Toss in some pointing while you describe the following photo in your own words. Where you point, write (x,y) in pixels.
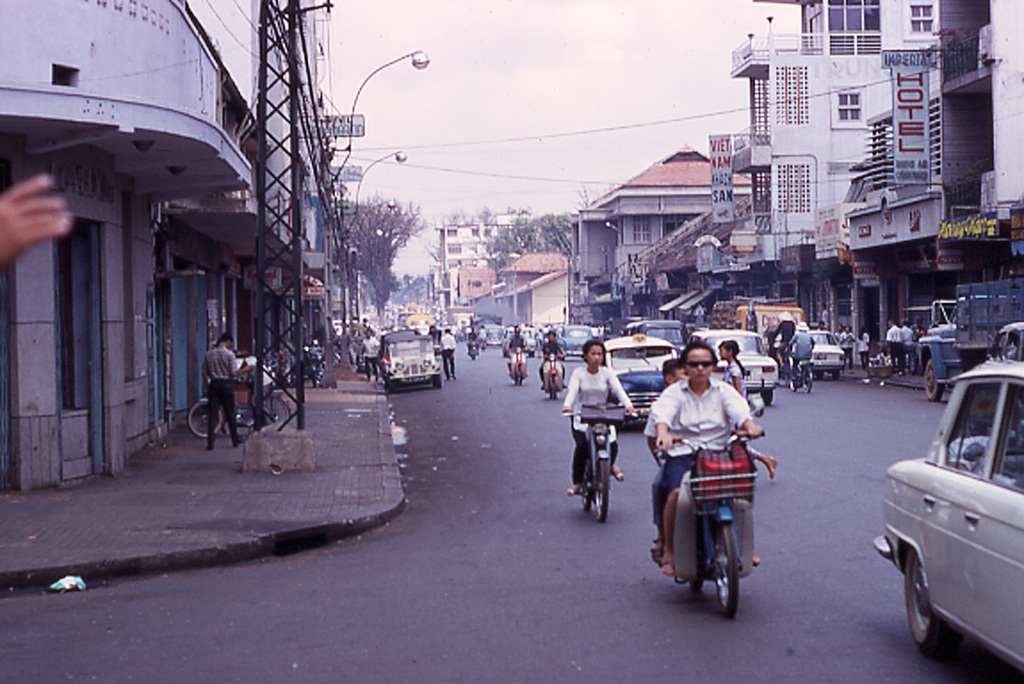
In this image on the right side (877,276) and left side (164,185) there are houses (580,268), trees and buildings (919,228). And in the center (475,434) there is a roads (561,518), on the road (625,441) there are some vehicles (408,370) and some persons (612,386) are sitting on vehicles (715,482) and driving. And some people (894,358) are walking on footpath (320,406) and there are some towers (301,424), wires (321,152), poles (358,209) and lights (378,162).
